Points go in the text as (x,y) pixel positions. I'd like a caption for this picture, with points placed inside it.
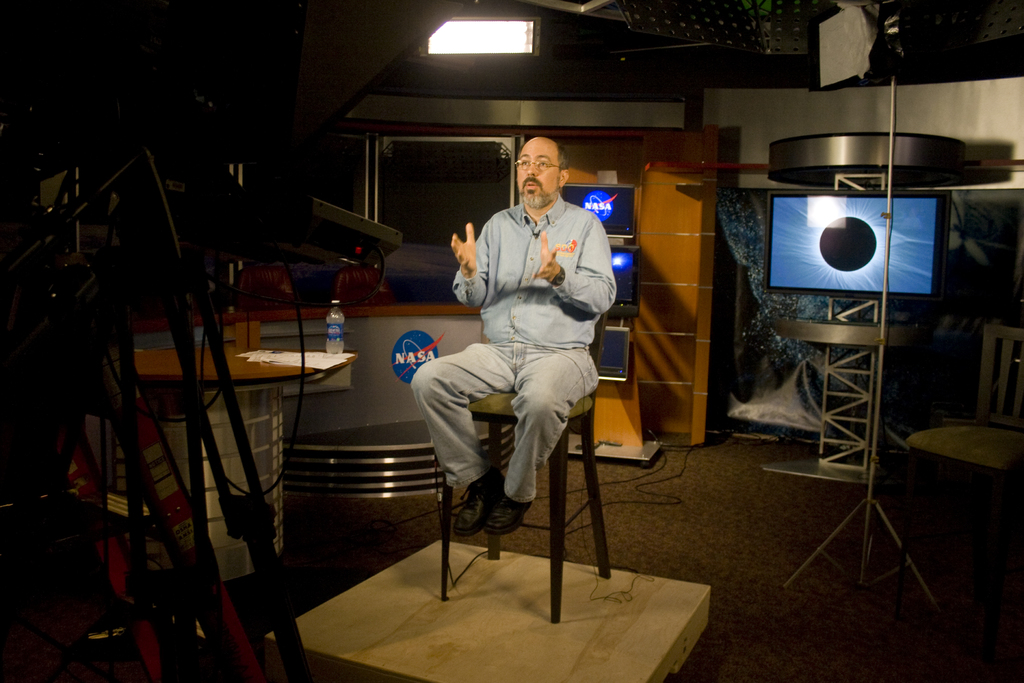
In this image, we can see a person (495,378) sitting. We can see the ground (586,554) with some objects (504,577). We can also see a table (305,371) with some objects (330,341) like posters (327,359) and a bottle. We can see some pole stands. We can see the wall (754,123) and a chair (993,463) on the right (745,69). We can also see a light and the roof (762,60).
